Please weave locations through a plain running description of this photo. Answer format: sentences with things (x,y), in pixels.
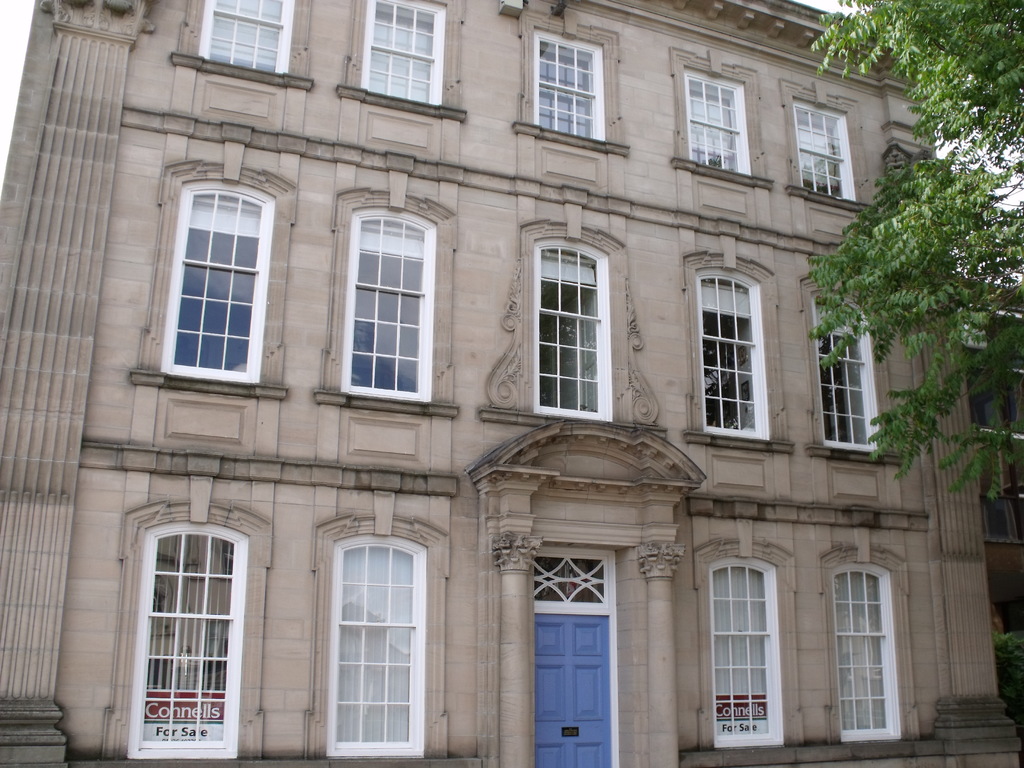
In this image there is a building (756,470), for that building (323,677) there are windows (700,273), on the top right (931,242) there are leaves (971,16).
